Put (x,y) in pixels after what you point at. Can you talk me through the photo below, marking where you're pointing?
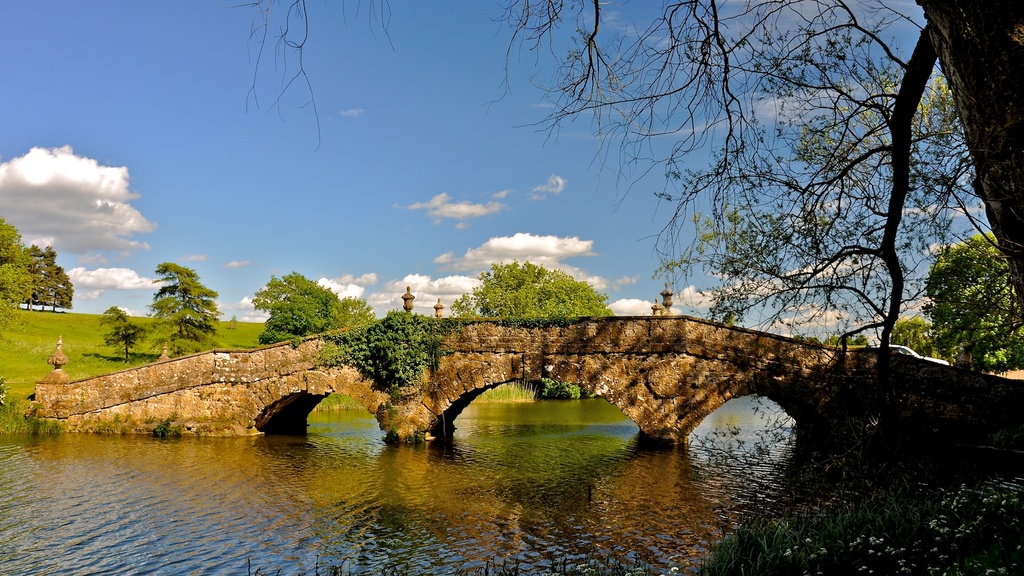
In the foreground of this image (606,526), there is water (351,504) and a tree (927,83) on the right (914,78). In the middle (511,381), there is a bridge (556,332). In the background (512,303), there are trees (258,309), grassland (80,334) and the sky (350,152).
